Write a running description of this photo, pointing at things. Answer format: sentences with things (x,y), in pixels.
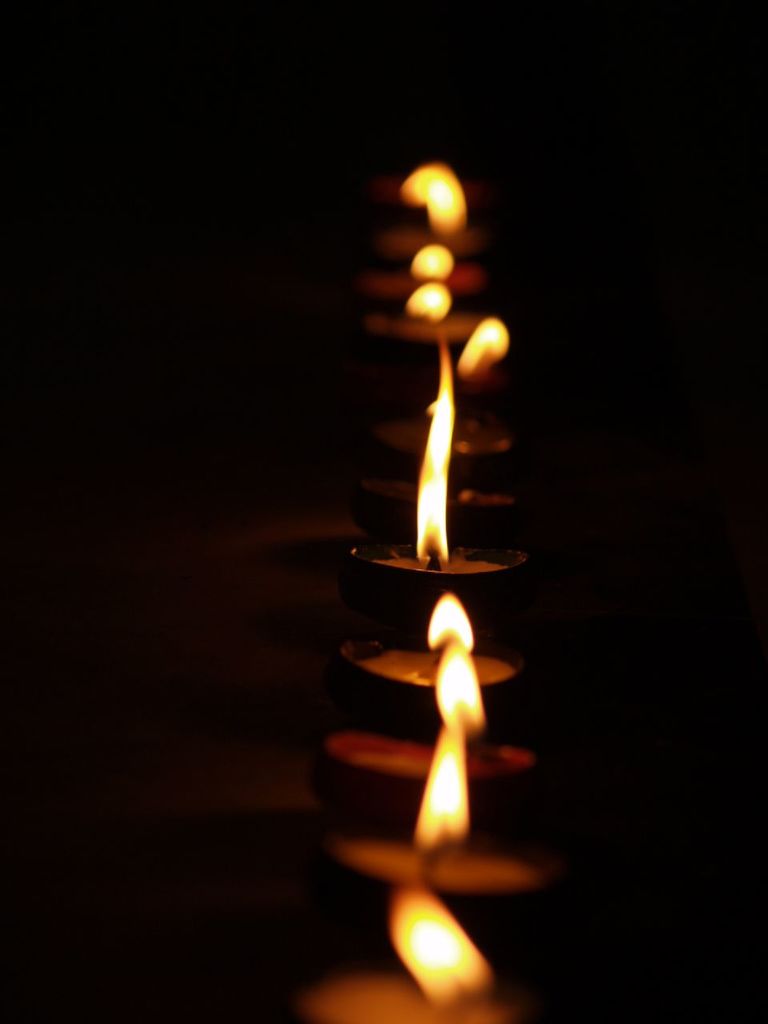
In this picture we can see a group of diyas (408,237) and in the background (366,140) it is dark.
